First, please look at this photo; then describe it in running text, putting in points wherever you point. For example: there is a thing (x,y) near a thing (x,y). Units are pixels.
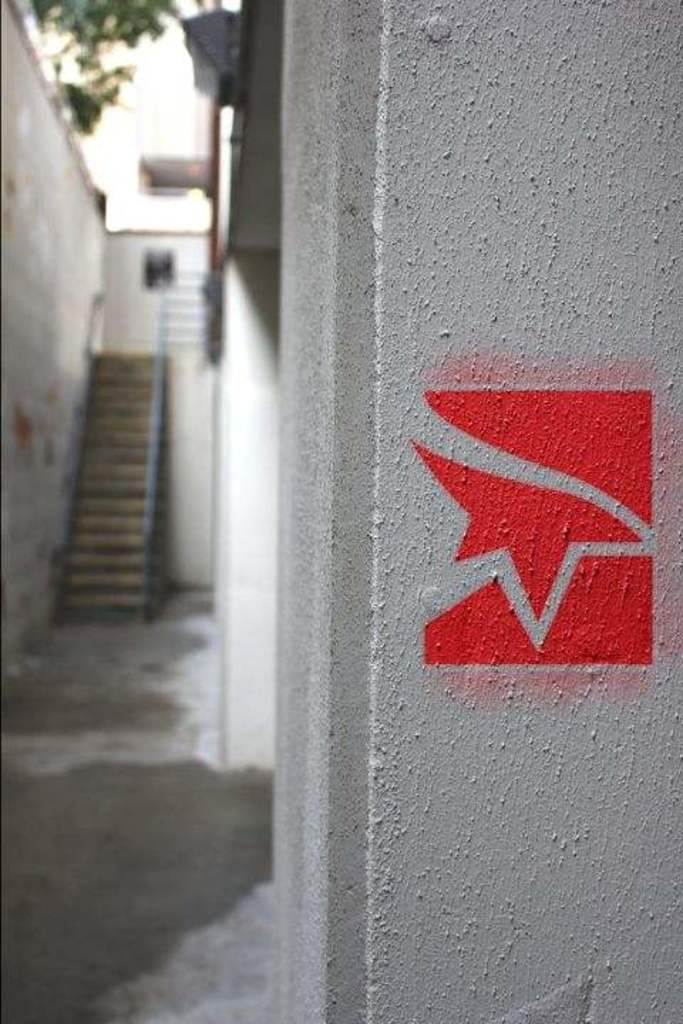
In this image there is a tree (125,34) truncated towards the top of the image (116,44), there is a wall (149,108) truncated towards the top of the image (155,128), there is wall (35,362) truncated towards the left of the image (25,400), there are staircase (113,429), there is a painting (489,480) on the wall (472,362), there is a wall (503,457) truncated towards the right of the image (508,508).
